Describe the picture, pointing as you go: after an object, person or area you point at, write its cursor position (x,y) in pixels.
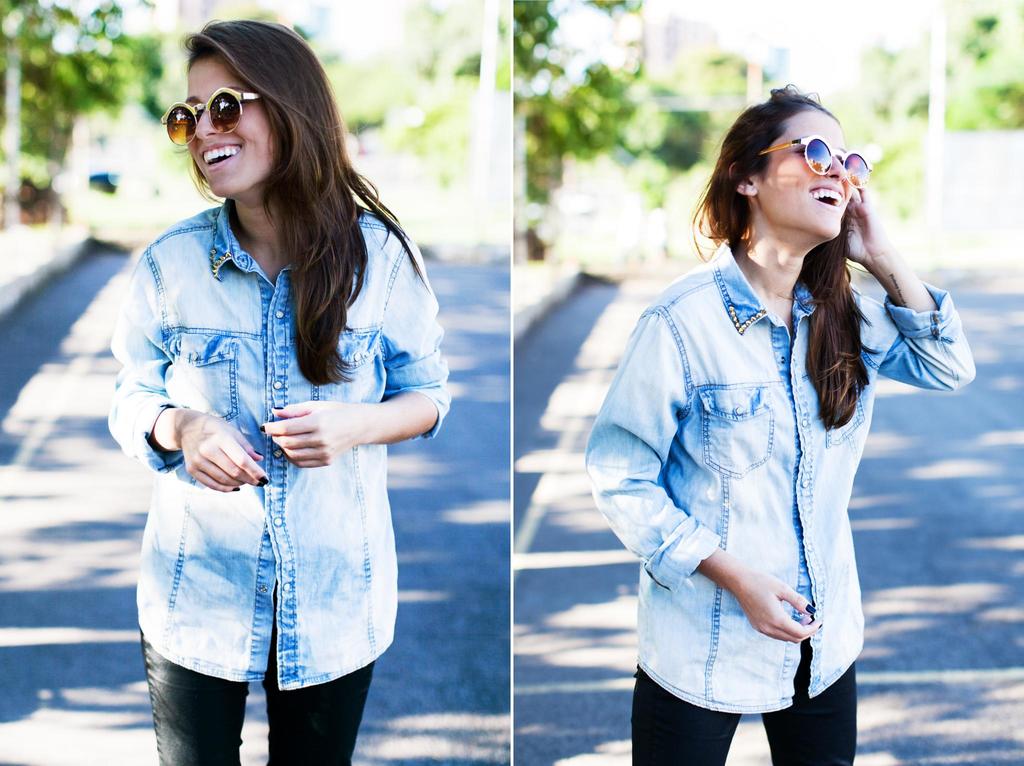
This is a collage. In this picture we can see a woman (188,141) wearing goggles (188,141) and standing on the path (141,519). She is smiling. Background (539,33) is blurry.
